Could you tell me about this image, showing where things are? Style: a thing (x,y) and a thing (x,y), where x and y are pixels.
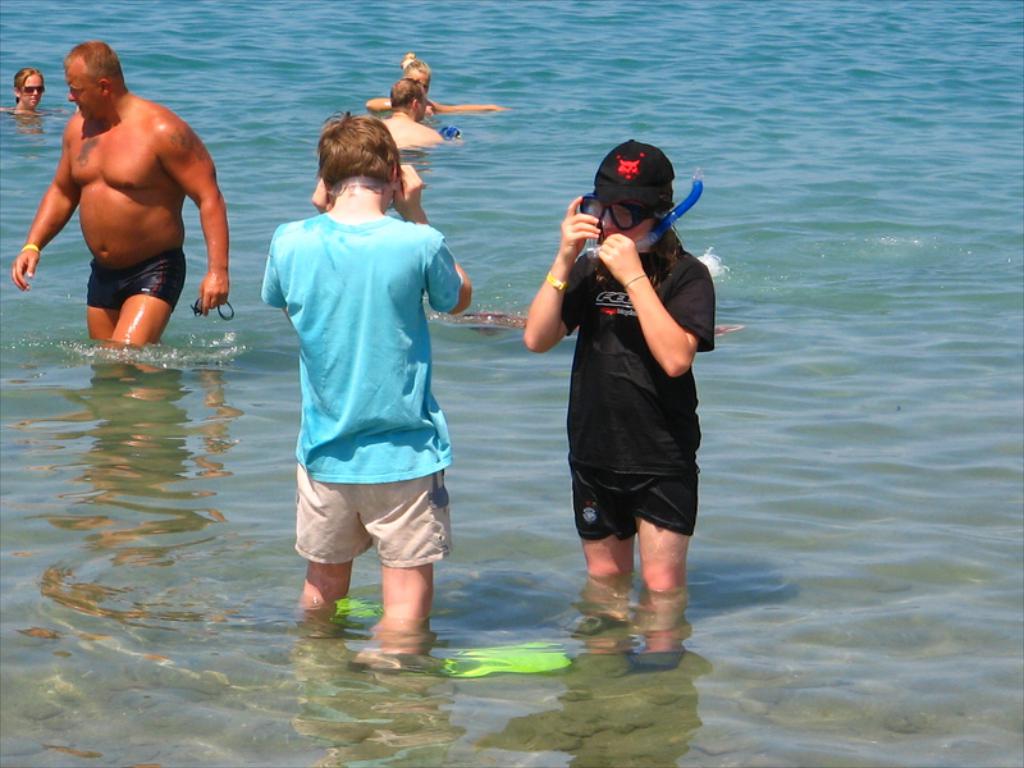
In this image there are a few people (95,151) standing in the water (477,487).
